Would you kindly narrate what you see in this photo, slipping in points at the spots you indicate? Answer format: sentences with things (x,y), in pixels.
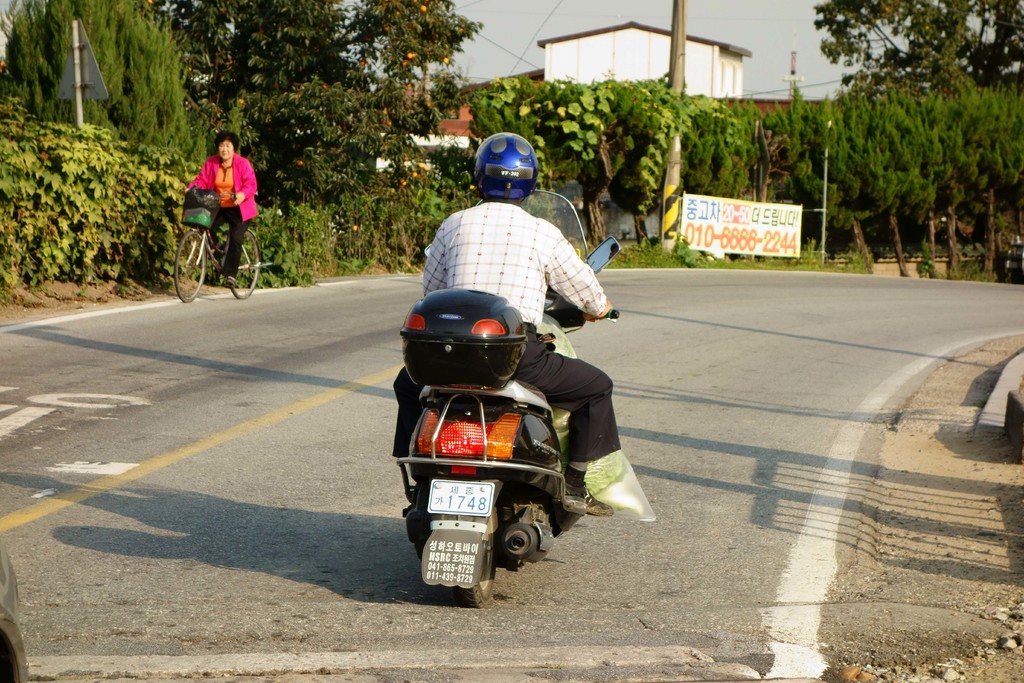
In the center of the image (582,273) we can see a person (509,299) wearing a helmet (500,176) is riding a motorcycle (536,528) placed on the ground (461,628). To the left side of the image (226,173) we can see a woman (238,181) wearing pink dress (212,174) is riding a bicycle (235,260). In the background (745,244), we can see a banner (758,245) with text (731,245), pole (678,78), building (456,132) and a group of trees (726,155).
